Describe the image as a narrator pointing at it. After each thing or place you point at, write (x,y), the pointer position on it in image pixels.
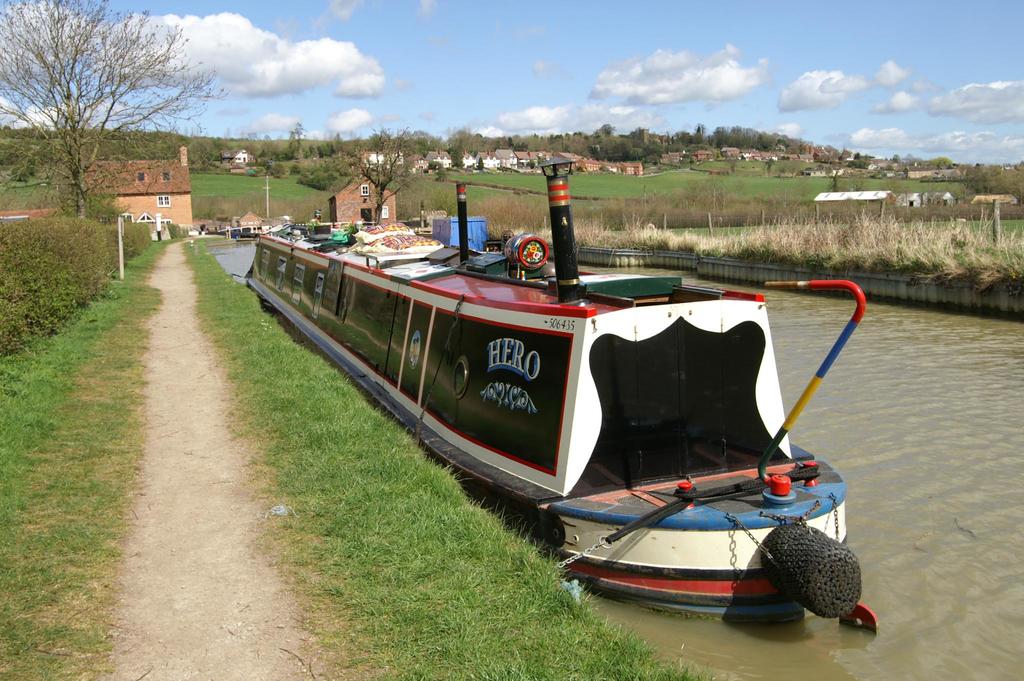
In the image there is a boat (813,492) in the pond (972,485) with land (193,292) on either side of it covered with grass (711,234), in the back (148,187) there are few buildings (346,193) with trees (653,147) all over the image and above its sky (374,72) with clouds (628,127).
